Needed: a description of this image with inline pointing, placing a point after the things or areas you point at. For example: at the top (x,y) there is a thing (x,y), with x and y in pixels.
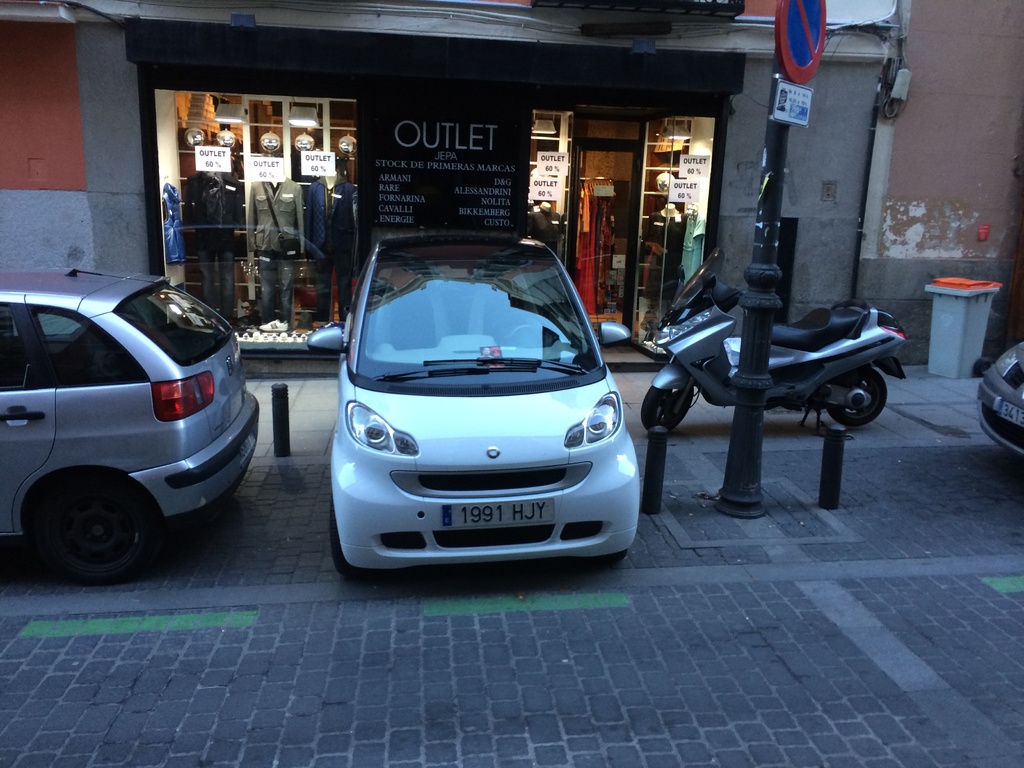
In the middle of the image (530,291) we can see some vehicles (497,291), motorcycles (737,320), poles (750,316) and sign boards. Behind them there is a dustbin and building (891,29). In the building (543,21) we can see some clothes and posters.
